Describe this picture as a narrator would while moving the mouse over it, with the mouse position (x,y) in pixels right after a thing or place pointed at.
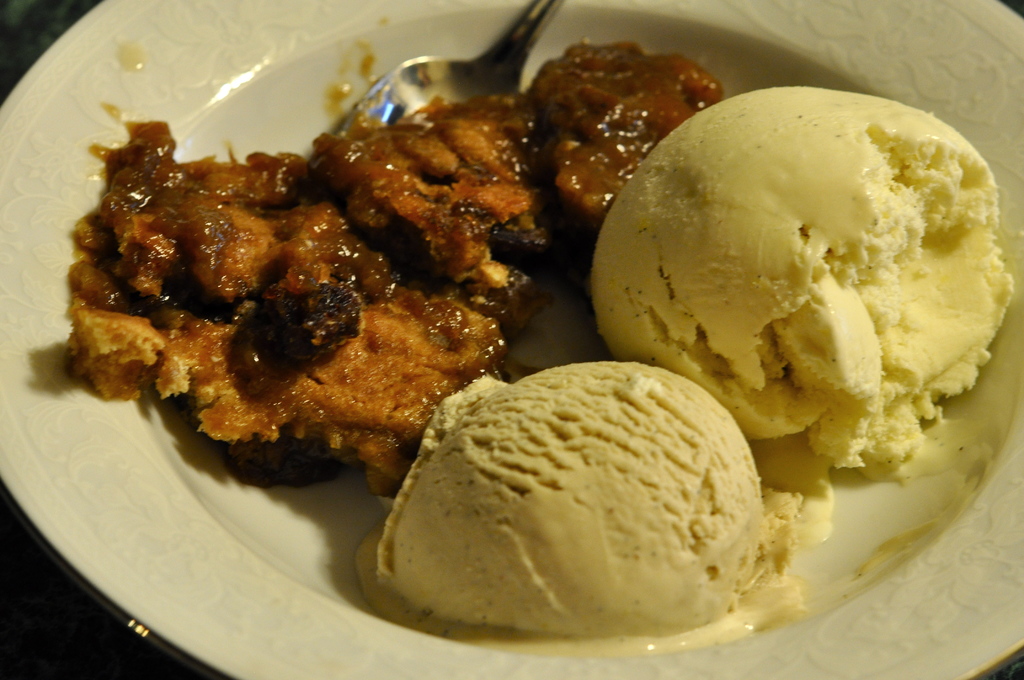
In the picture we can see a plate (397,632) with two scoops of ice cream (607,601) and beside it, we can see a sweet (164,232) and a spoon (462,89) in it.
